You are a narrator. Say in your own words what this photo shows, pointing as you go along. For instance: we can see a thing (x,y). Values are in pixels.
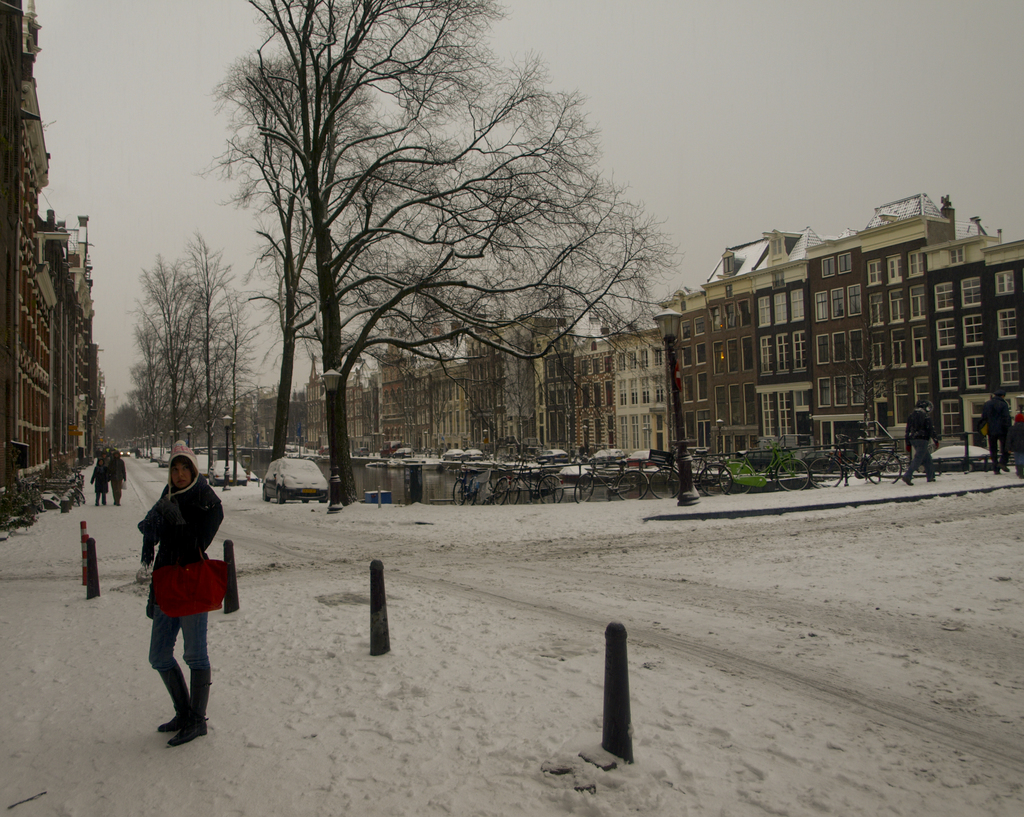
In this picture we can see few buildings (430,444), trees (139,373) and group of people (195,615), in the middle of the image (572,474) we can find few vehicles (446,450), water (404,470), bicycles (869,474) and poles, also we can see snow (496,607).
